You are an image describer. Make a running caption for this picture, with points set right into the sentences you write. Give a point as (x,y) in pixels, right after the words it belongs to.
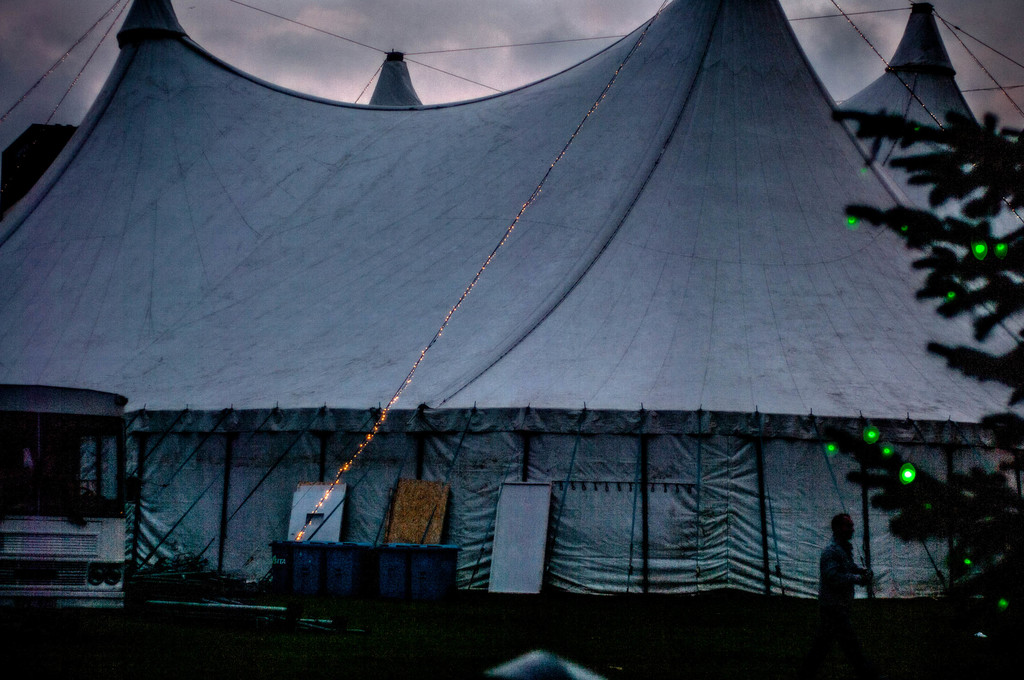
In this image there is a tent (409,256) in the middle (456,369). There are lights (349,468) to the ropes (415,372). On the right side (925,173) there is a tree (912,505) to which there are green lights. On the left side (114,511) there is a bus (87,545) on the road (80,619). In the middle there are dustbins (375,589). At the top (299,49) there is the sky (304,32).
